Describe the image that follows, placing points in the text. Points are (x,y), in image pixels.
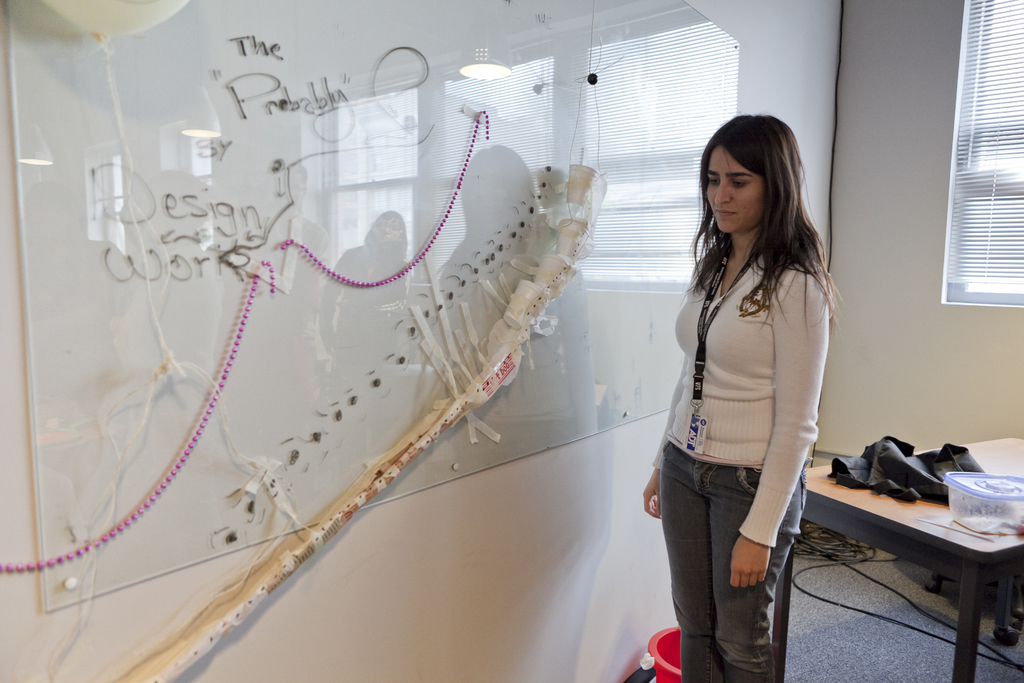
The woman (764,259) in white jacket (762,374) is standing. Backside of this woman (726,447) there is a table (830,499), on a table (988,537) there is a box (983,477) and cloth (945,459). A white glass board (649,247) is on wall (795,61). This is a window (969,158). On floor (855,647) there are cables (864,558).
